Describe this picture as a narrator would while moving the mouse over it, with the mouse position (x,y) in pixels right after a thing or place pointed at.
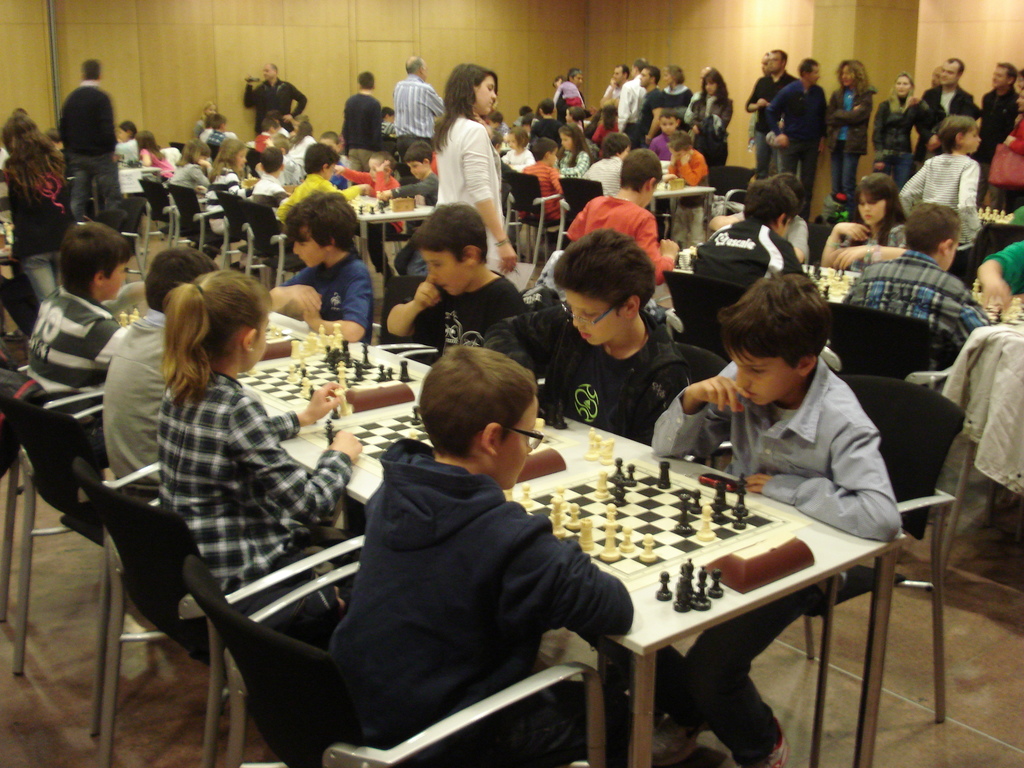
in this picture we can see the children (469,573) sitting on the chair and playing chess game in which chessboard (660,526) on the table (581,438) in front of them, here we can see some of the people (809,104) standing on the corridors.
